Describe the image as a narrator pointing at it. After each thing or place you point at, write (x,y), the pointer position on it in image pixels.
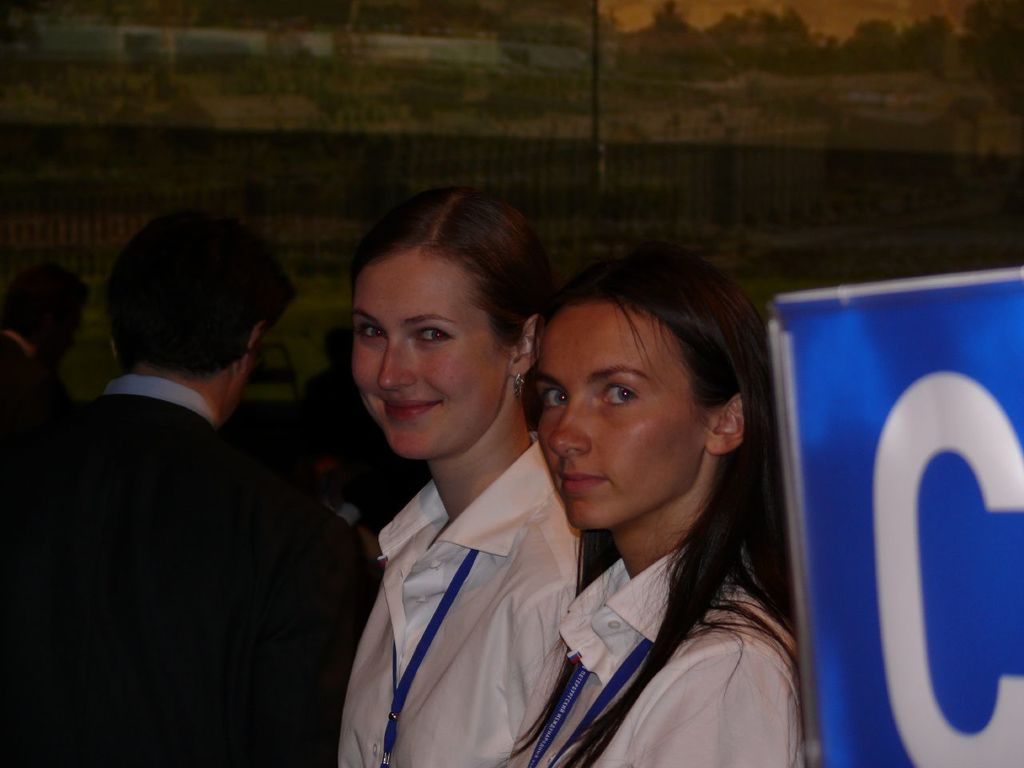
In this image I can see two women (414,246) standing and giving pose for the photo and I can see a man (179,279) standing behind the women (472,232) and I can see an unclear background (711,31) and I can see letter C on a board (838,300) in the right bottom corner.
